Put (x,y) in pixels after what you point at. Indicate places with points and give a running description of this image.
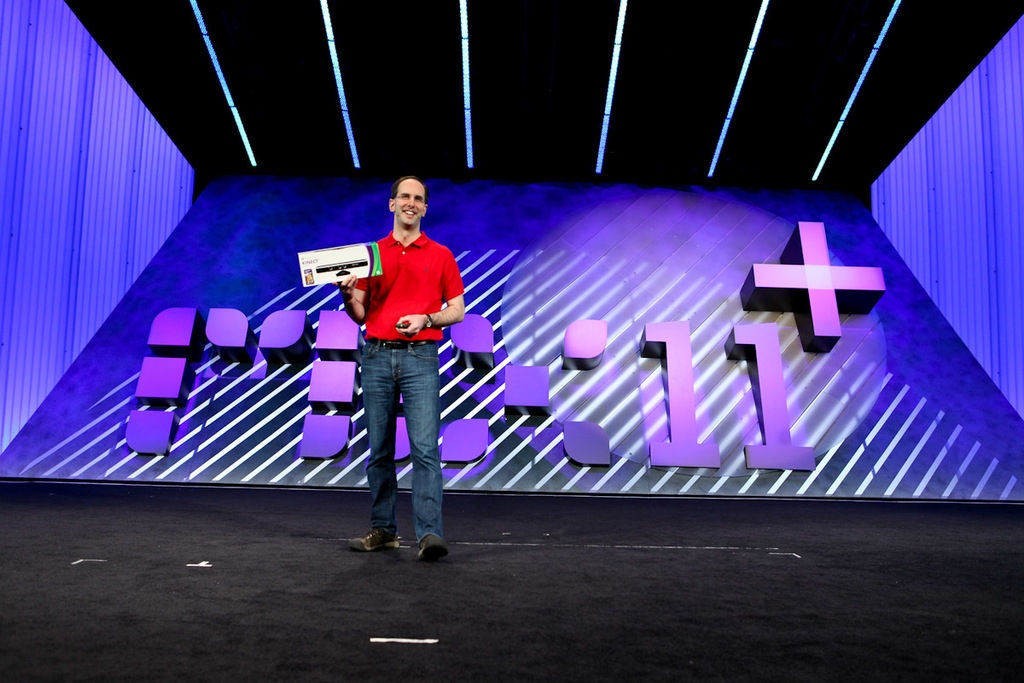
In this image we can see there is a person (421,313) standing with a smile on his face (419,188) and holding an object (334,260) in his hand (348,294). In the background (216,195) there is a wall (597,373) with some text (650,357) on it.
